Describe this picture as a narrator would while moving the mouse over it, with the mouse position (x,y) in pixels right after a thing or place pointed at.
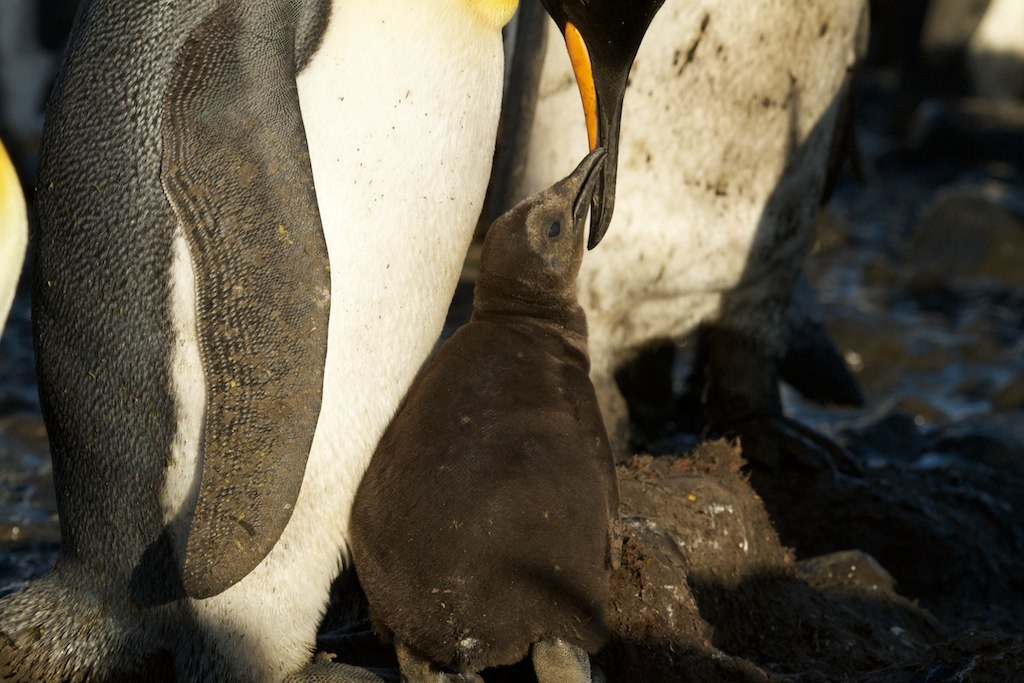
In the picture I can see the penguin (357,286) and baby penguin (462,403).
